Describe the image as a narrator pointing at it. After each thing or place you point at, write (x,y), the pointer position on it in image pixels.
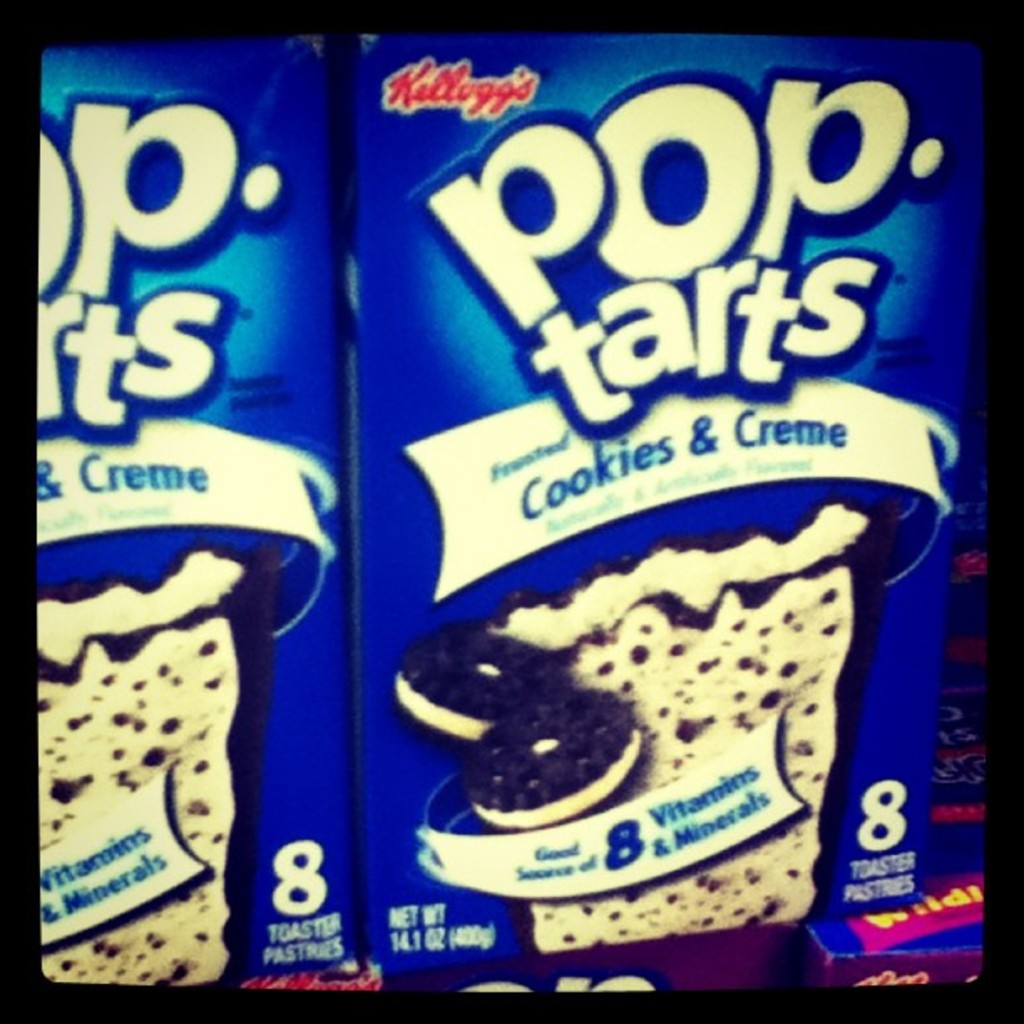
In this image there is boxes (478,853) having some food (503,820) and some text (565,383) on them. In the picture there is some food image (519,741). Top of it there is some text (630,442) on the boxes (611,709). Background (296,770) is in blue color.
